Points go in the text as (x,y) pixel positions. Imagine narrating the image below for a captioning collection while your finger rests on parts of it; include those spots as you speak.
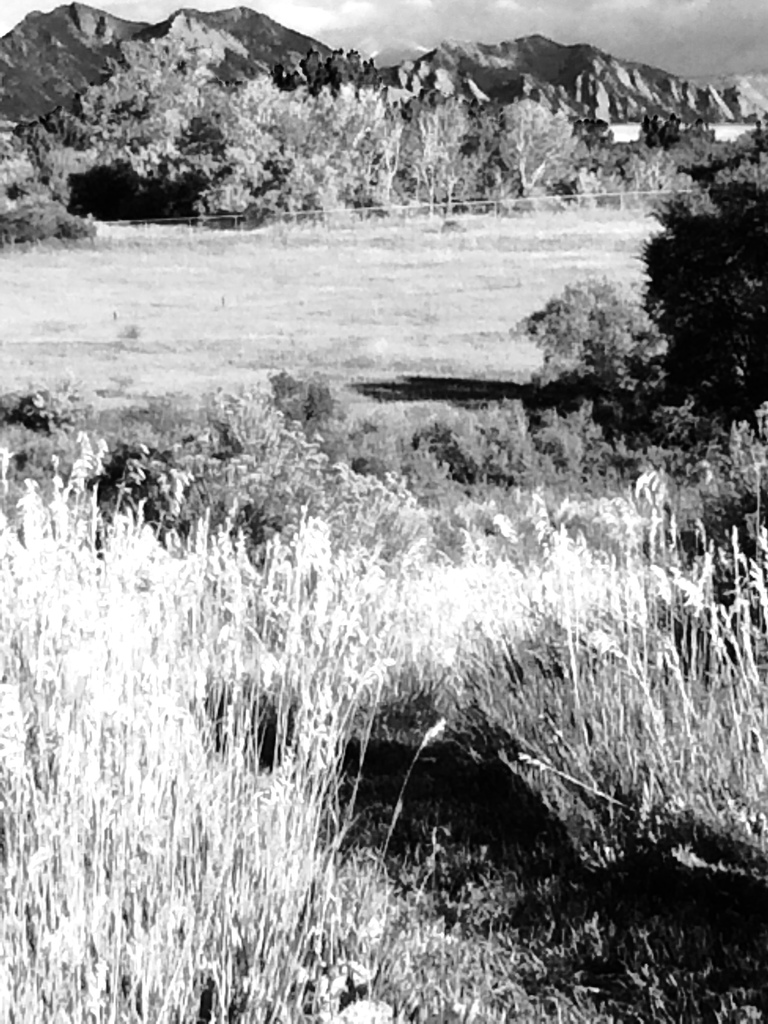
In this image in the foreground (267,661) there are plants (270,608) and in the center (319,352) there is land (339,324). In the background (263,141) there are trees (327,83) and mountains (462,61).
